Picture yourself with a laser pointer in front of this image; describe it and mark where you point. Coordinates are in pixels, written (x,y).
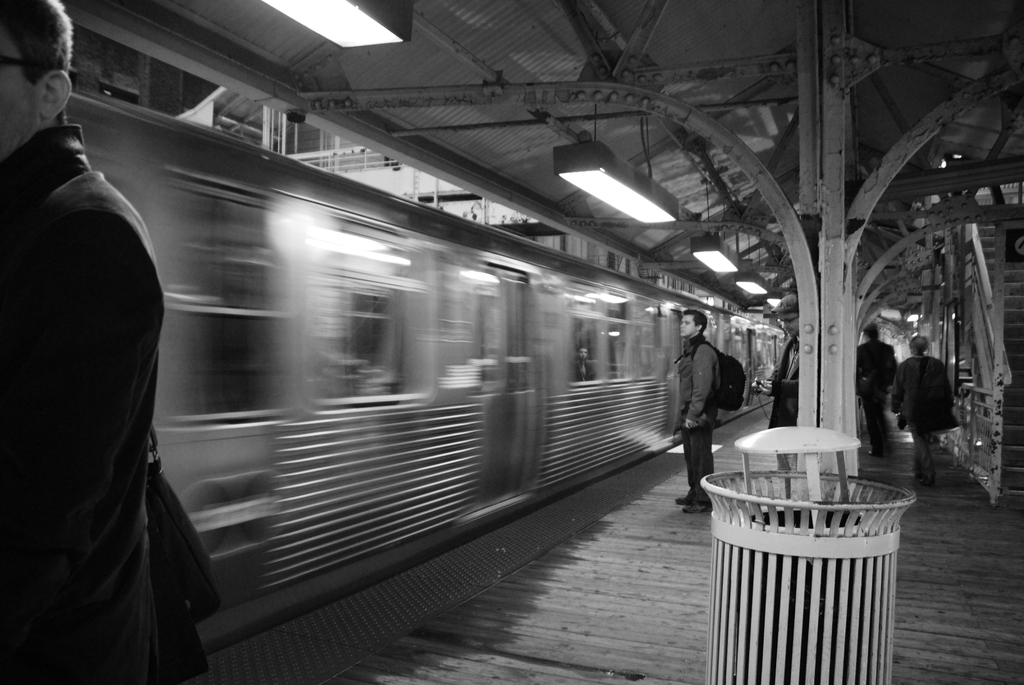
In this image I can see the black and white picture in which I can see the platform (583,582), a dustbin (805,585), few persons (795,378) standing on the platform (541,573), a metal pillar (805,334), few stairs (1015,341), the railing (999,447), few lights (384,17) and a train (333,333). I can see a bridge (487,206) on the top of the train (352,191).
